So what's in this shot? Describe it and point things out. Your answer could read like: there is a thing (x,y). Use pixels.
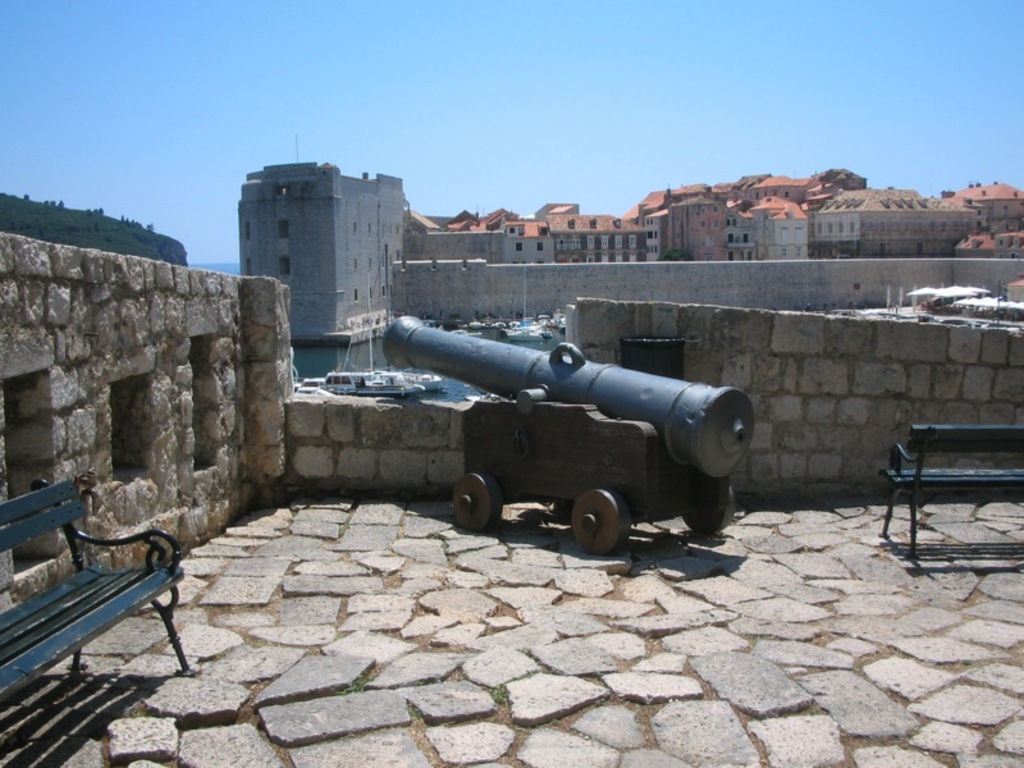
In this image, we can see a cannon (442,362). We can see the ground (488,617) and the wall (374,397). We can see some boats (512,323) sailing on the water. We can see some buildings (962,248) and benches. We can see an object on the left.
